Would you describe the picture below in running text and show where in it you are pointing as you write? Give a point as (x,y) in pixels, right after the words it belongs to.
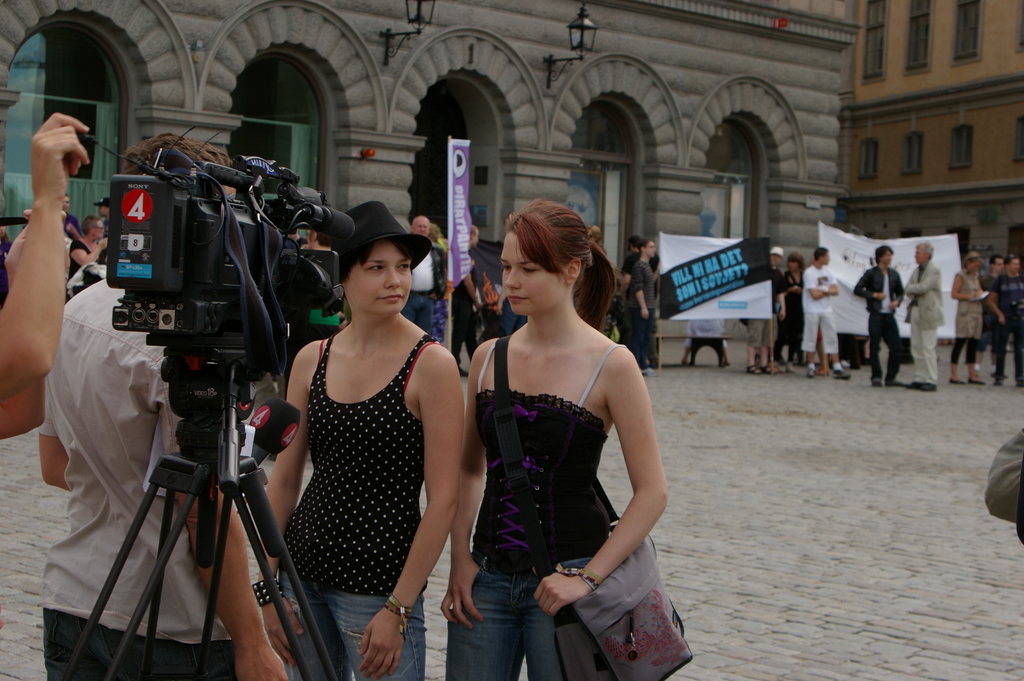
This picture is clicked outside. On the left (217,232) we can see a camera (238,228) and a microphone (351,219) is attached to the metal stand (162,535) and we can see the group of persons (537,347) and the banners (708,238) on which we can see the text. In the background (887,48) we can see the buildings (387,12), wall mounted lamps (550,59) and we can see the windows (883,72) of the building (904,161).
